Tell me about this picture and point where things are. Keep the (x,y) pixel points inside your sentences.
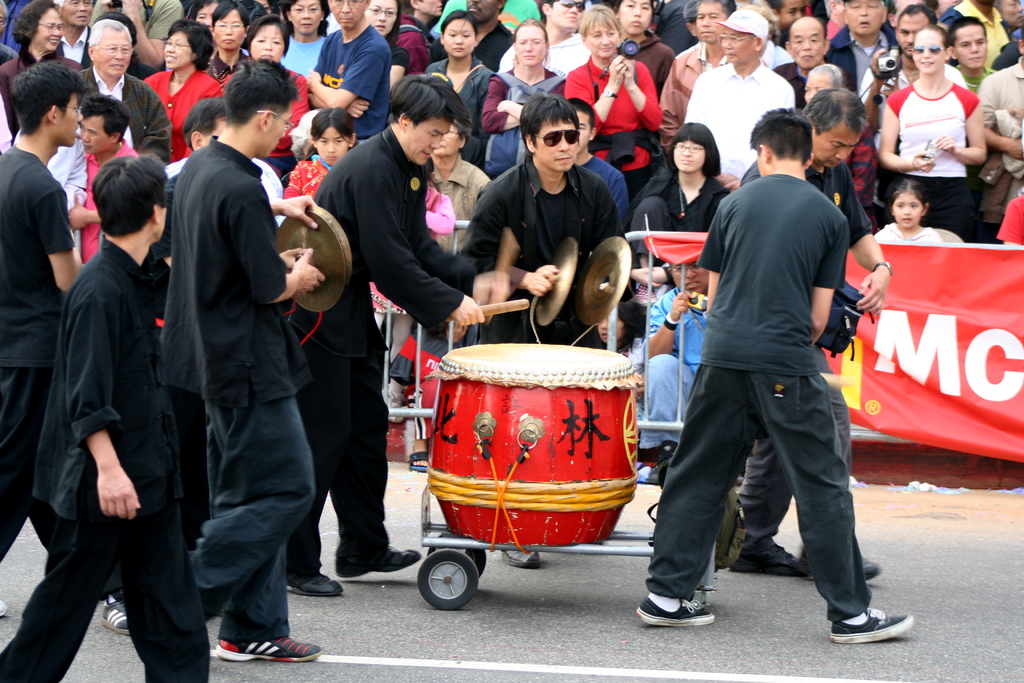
This image consists of a group of persons (716,150). In the center (525,254) man (550,234) is holding a instrument (592,282) in his hand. At the left side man (380,272) is playing a drum (536,384). In the background (517,47) there are crowd (491,35), there is a banner (973,290) red in colour.
